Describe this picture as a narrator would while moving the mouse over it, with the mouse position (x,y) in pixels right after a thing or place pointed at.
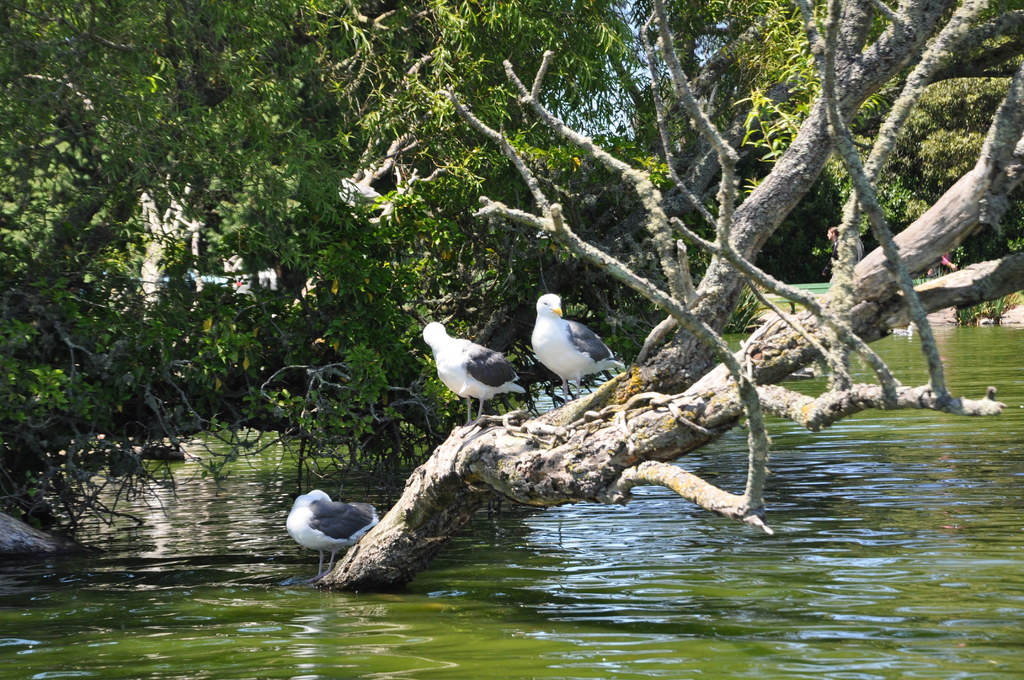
In this picture there are birds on the tree (560,463). At the back (166,364) there are trees (166,364) and there is a person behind the tree (868,268). At the top (609,90) there is sky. At the bottom (842,610) there is water (856,586).
